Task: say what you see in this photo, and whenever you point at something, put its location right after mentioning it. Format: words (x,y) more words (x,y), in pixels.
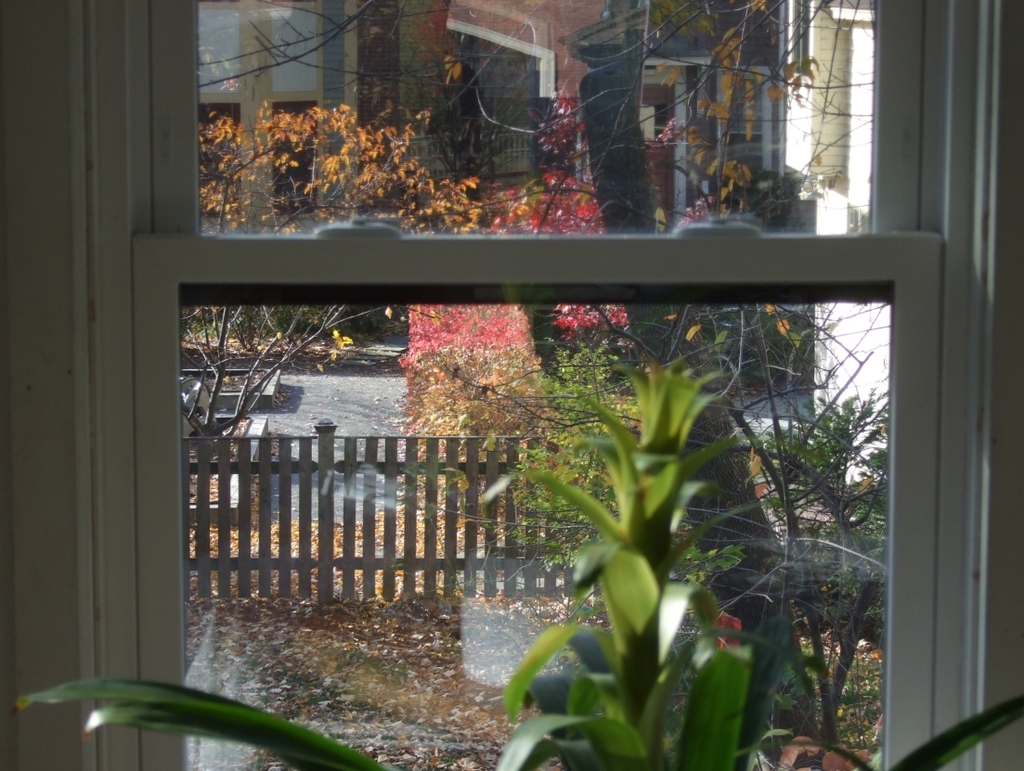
In this image I can see the window (82,486). Through the window (314,517) I can see the railing (433,550), many trees (475,365) and the building (317,104). I can also see the plant (674,526) in-front of the window (421,728).
